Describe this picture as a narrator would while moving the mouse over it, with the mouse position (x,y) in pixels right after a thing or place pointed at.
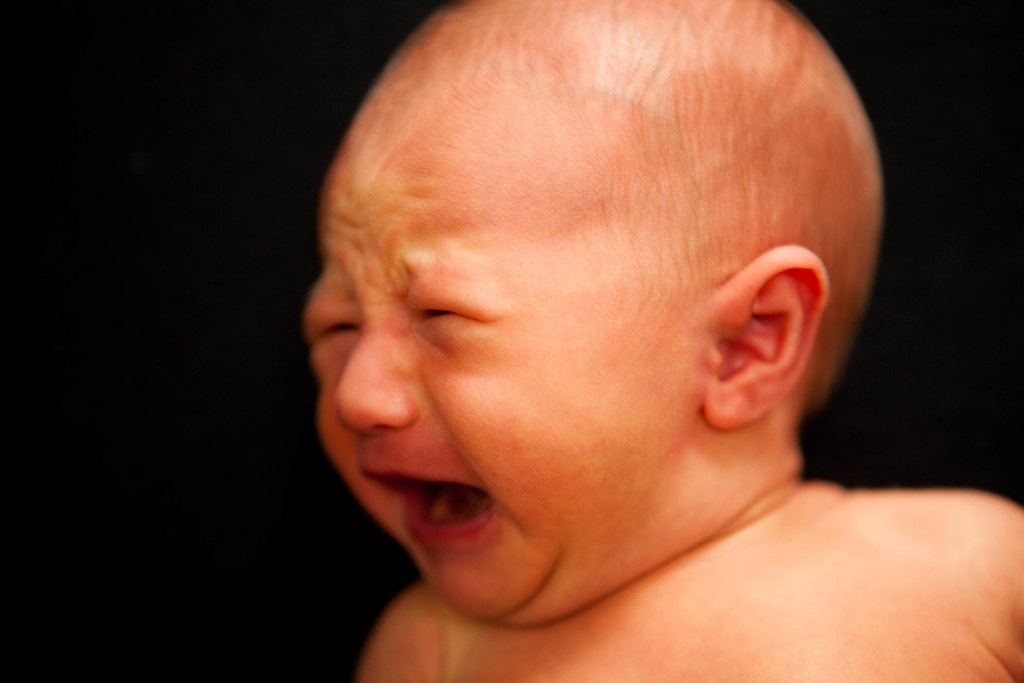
There is a baby (622,218) crying. And the background (76,332) is dark in color.
